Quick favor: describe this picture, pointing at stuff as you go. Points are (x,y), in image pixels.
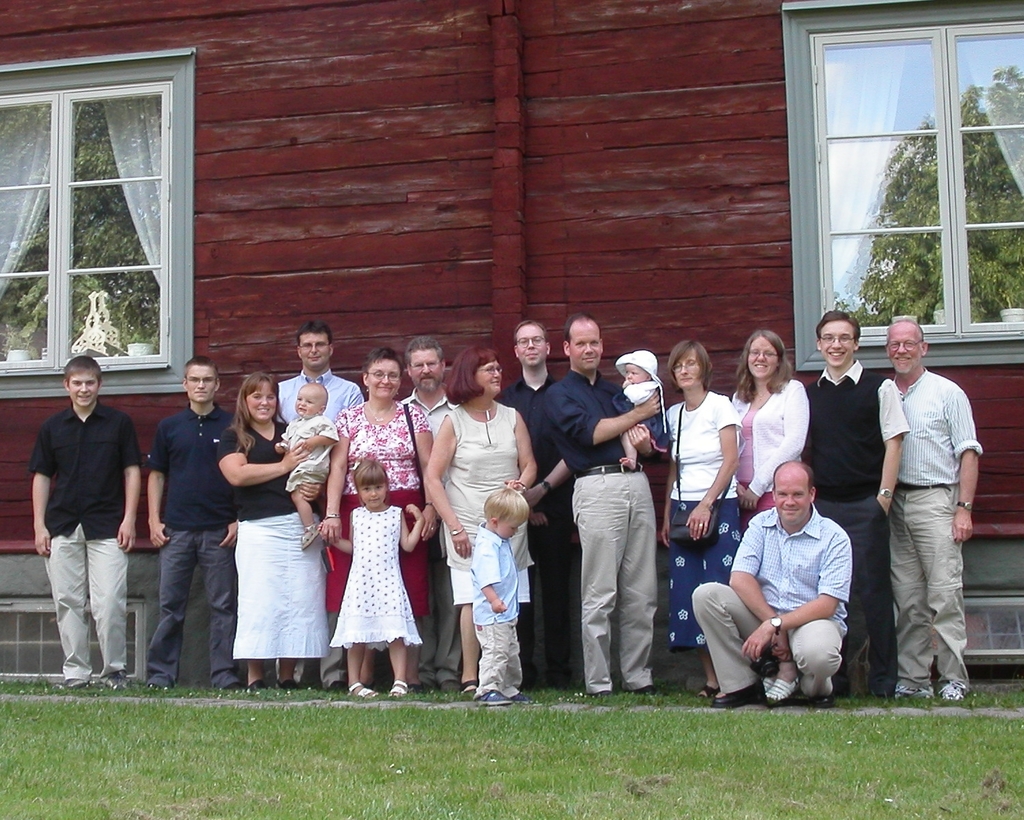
In the center of the image (439,376) we can see group of persons (417,516) on the grass (990,785). In the background (84,187) there is a building (526,197). At the bottom of the image (402,757) there is a grass (313,768).
